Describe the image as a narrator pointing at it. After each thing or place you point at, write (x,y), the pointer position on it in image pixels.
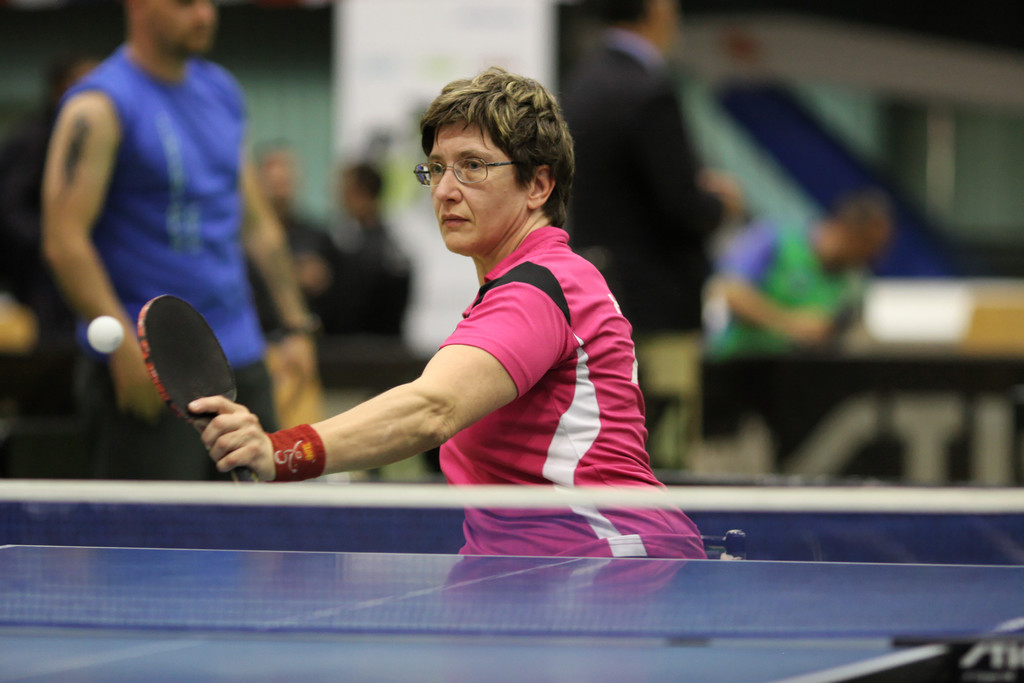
In this picture a lady (520,244) is playing table tennis, in the background (224,256) we also observe few people (343,228) standing and sitting near a table (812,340).
